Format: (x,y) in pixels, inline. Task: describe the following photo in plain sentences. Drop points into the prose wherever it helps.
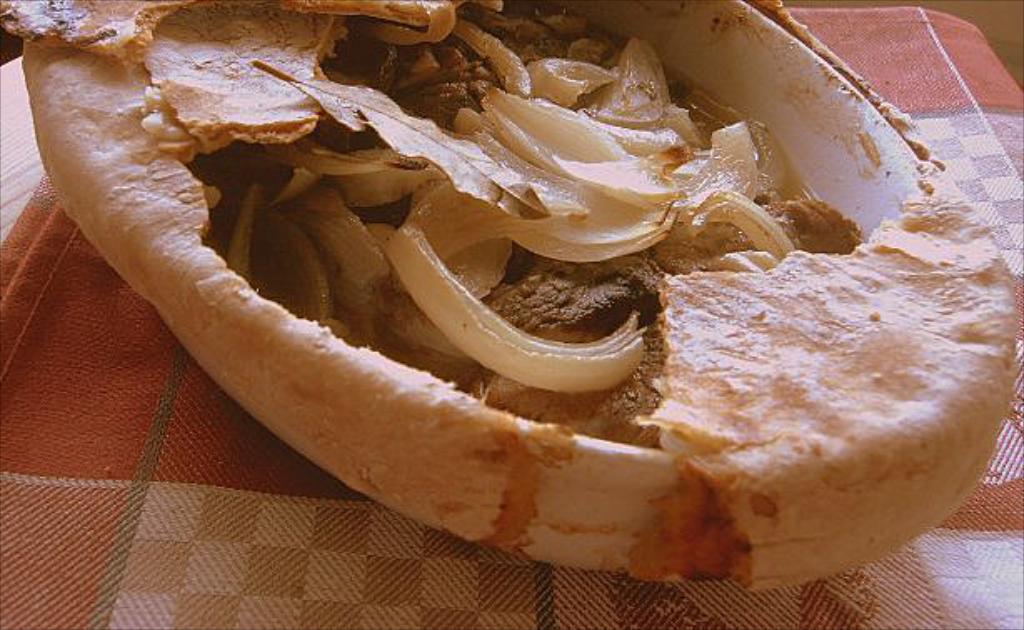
In this image, we can see a table (956,28) covered with a cloth (1013,128). We can also see some food item (475,240) in a container (898,153) is placed on the table (957,30).
